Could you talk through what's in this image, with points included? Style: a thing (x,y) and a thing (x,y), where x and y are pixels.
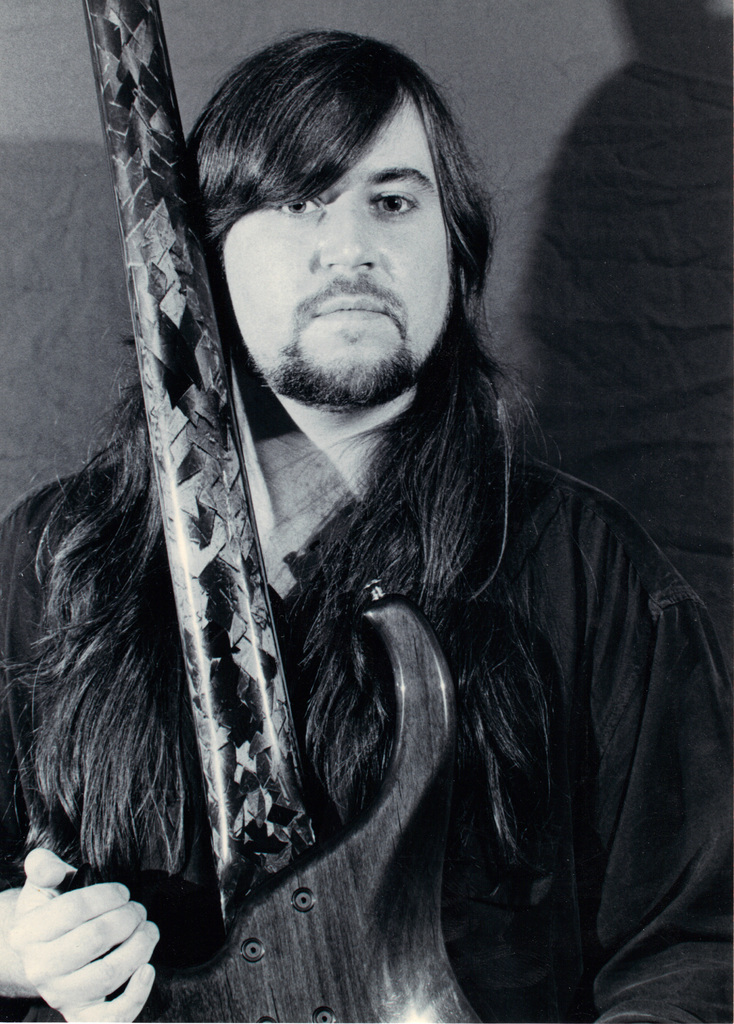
In this picture I can see a man (396,548) holding a guitar (226,877) and looks like a wall (543,288) in the back (492,157).
